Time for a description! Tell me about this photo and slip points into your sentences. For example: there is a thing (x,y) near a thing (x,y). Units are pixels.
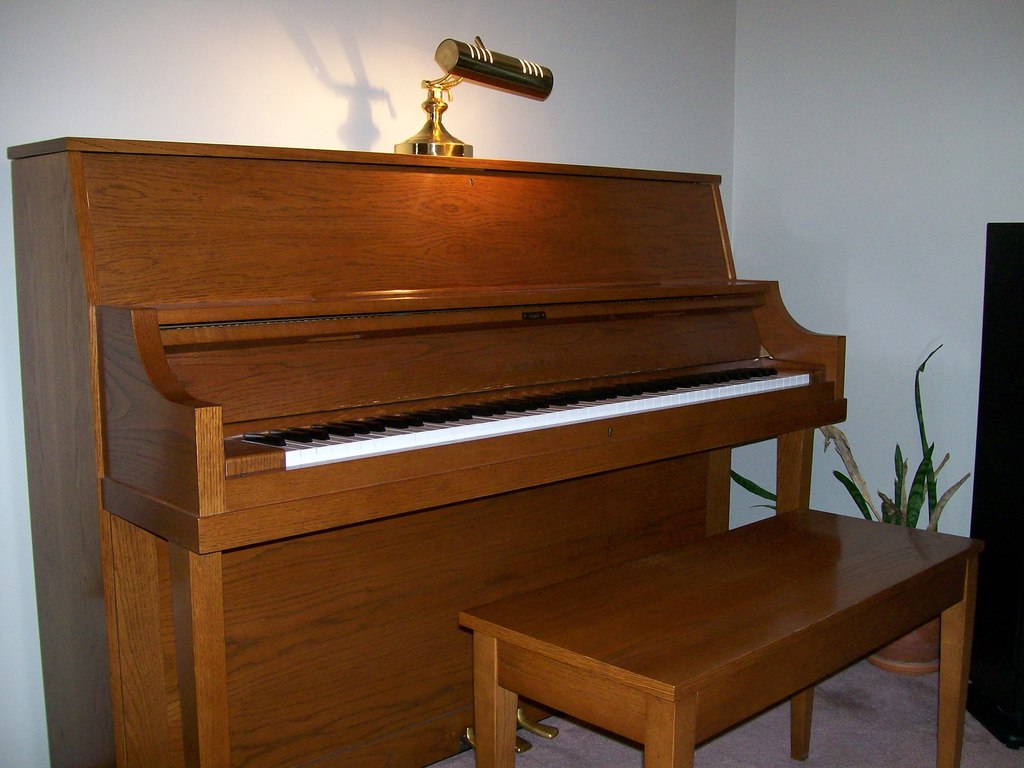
There is a piano table (561,403). In front of the table (659,383) there is a bench (714,599). On the table (545,453) there is a lamp (451,96). Into the right side (917,653) corner there is a pot (908,637) with the plant (917,517).
